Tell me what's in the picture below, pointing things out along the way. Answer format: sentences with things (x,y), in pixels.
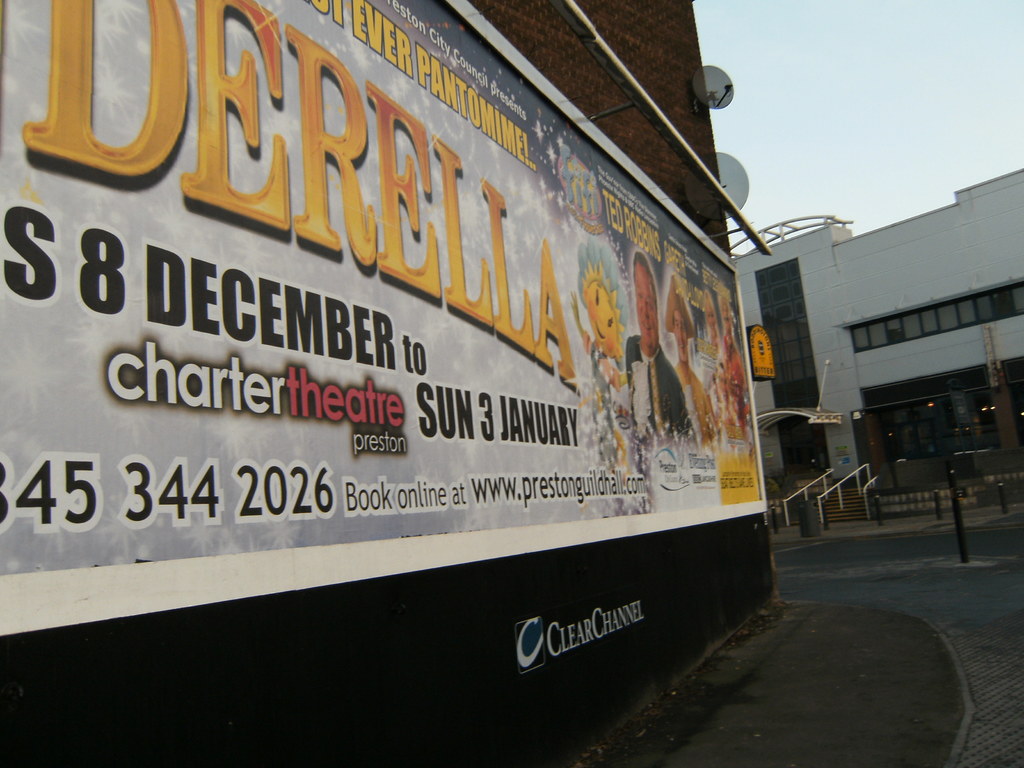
This image consists of a board (158,325) on which we can see a banner (265,152) along with a text (424,435). On the right (818,352), there is a building (923,385). At the top (842,44), there is sky (805,212).
